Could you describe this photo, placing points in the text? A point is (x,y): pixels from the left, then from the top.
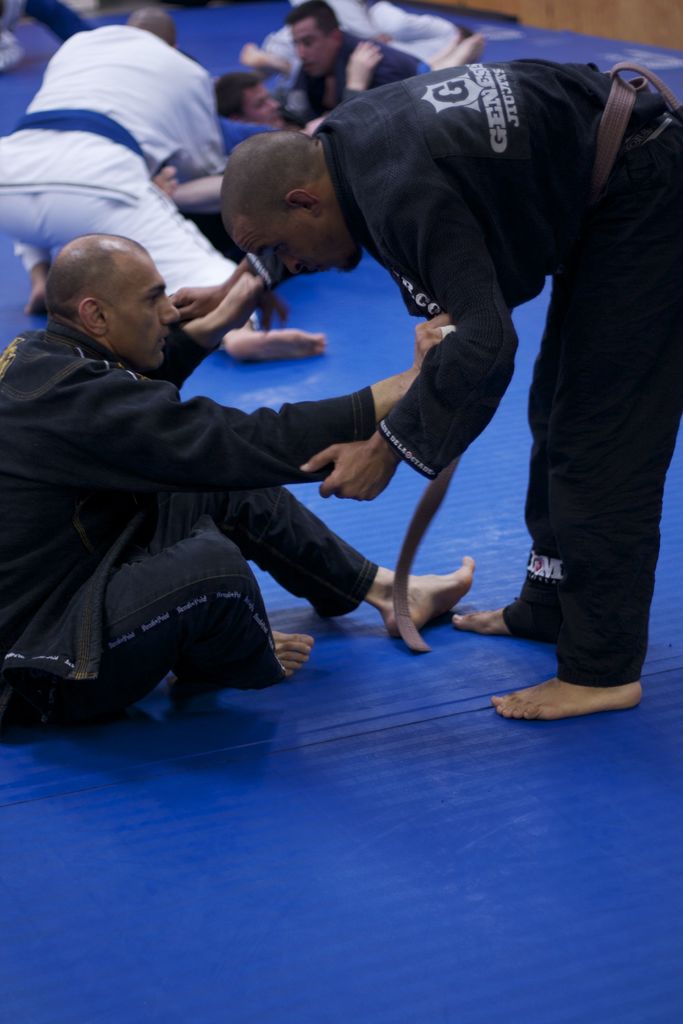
Here men (194,91) are sitting, a man (485,626) is standing on the blue color mat (412,792).
